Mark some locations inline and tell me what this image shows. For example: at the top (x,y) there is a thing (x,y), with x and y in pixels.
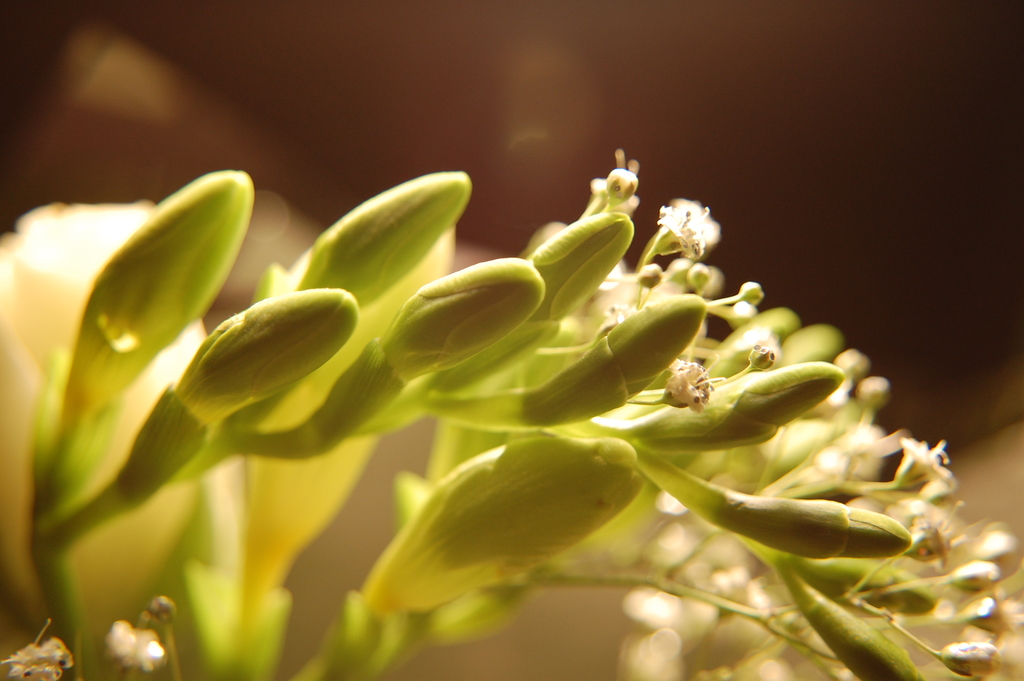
In this image I can see flowering plants (445,389) and a dark color. This image is taken may be during night.
